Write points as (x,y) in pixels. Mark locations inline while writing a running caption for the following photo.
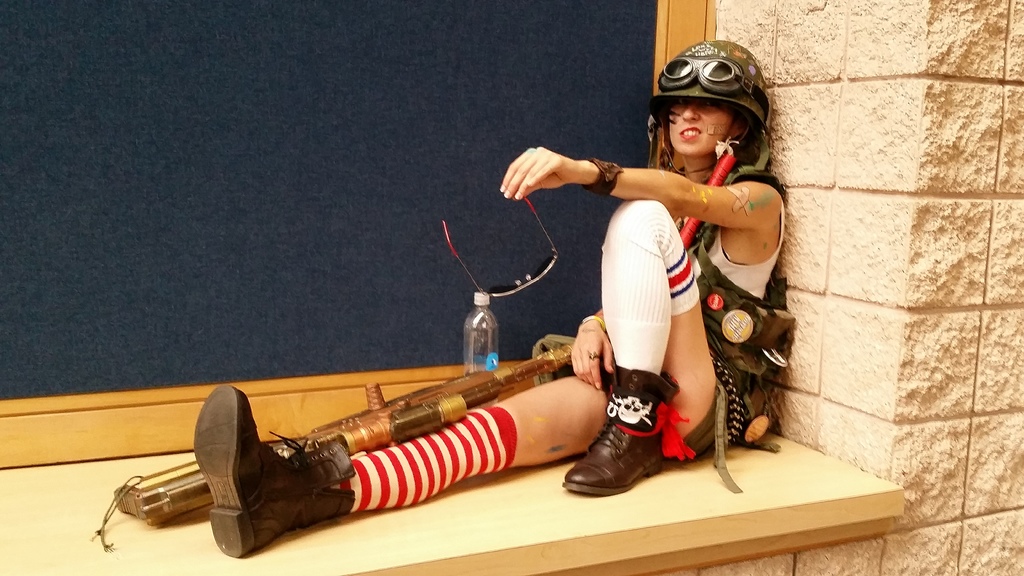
In this image I can see a person (701,151) wearing helmet (680,101) and holding sunglasses (517,280). To the left of her there is a bottle (483,346).
